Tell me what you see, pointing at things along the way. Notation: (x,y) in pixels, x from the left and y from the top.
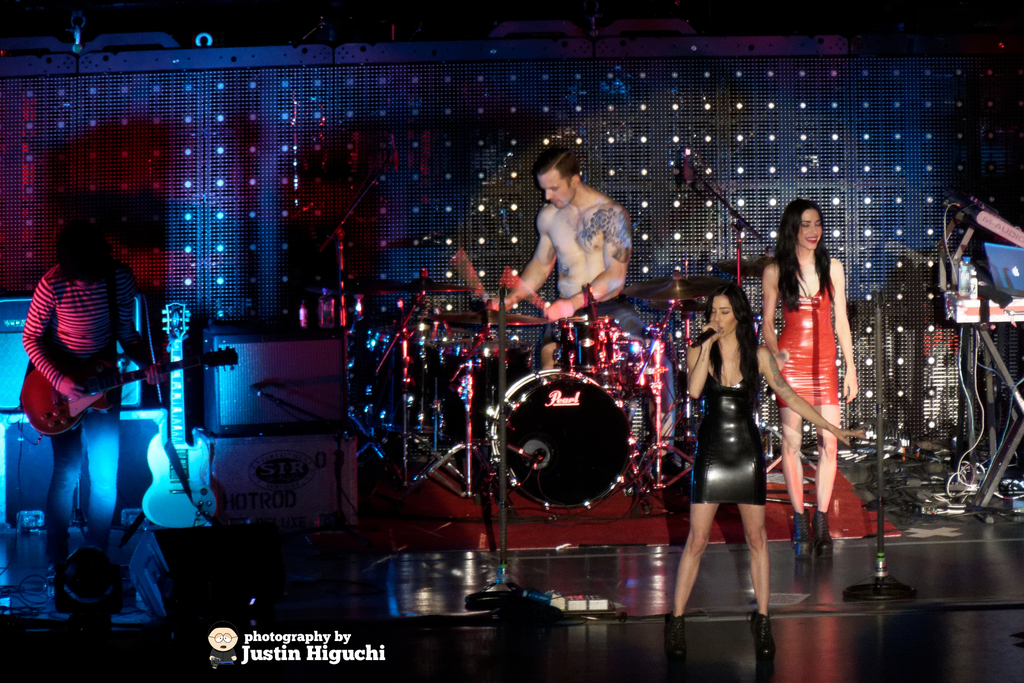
In this picture we can see two persons (592,228) playing musical instrument (200,364) such as guitar (206,357) and drums (482,318) and woman (727,295) singing on mic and other woman (806,235) is standing and smiling on stage (786,534) and in background (313,90) we can see wall (327,110).
